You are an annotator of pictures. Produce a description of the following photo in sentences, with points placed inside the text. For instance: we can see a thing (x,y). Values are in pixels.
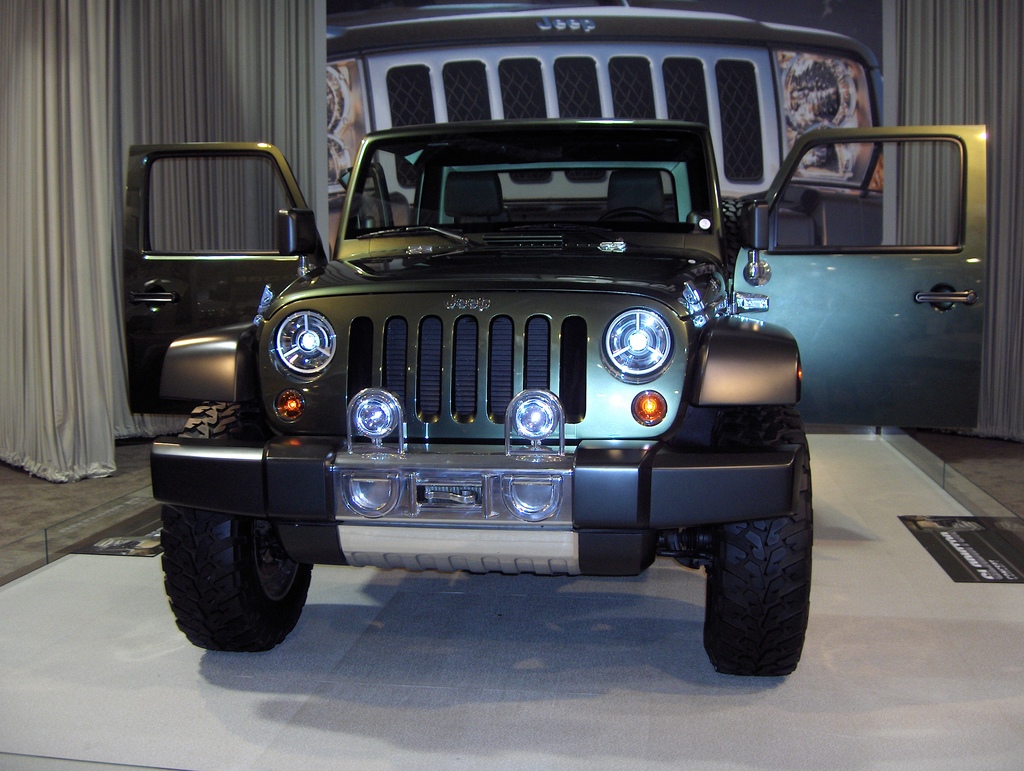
In this picture I can see there is a car (512,498) and it has wind shield (444,222), doors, mirror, head lights (320,337) and there is a banner (430,57) of the car (468,52) in the backdrop (475,80) and there is a curtain (172,75).
